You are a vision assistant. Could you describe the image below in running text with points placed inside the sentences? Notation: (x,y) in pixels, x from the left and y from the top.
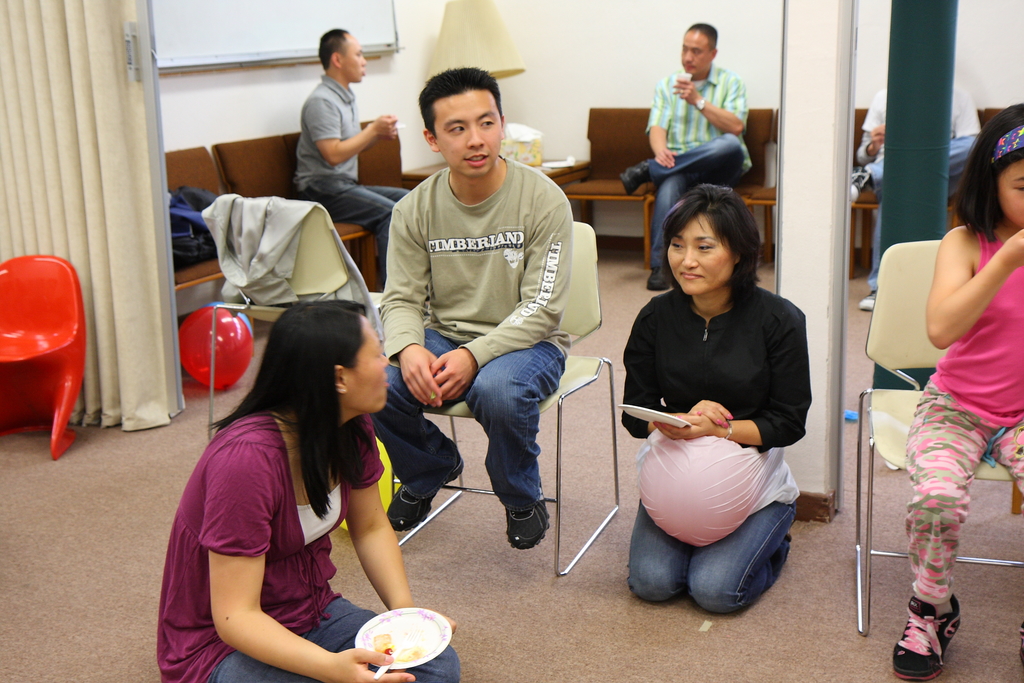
In this image we can see some people (554,195) sitting on the chairs (480,489) and some are sitting on the floor (456,554). In the background (250,41) there are curtains (138,145), board (245,55) attached to the wall (406,23), table lamp (454,32) on a side table (418,173) and balloons (225,352) on the floor (870,369).
